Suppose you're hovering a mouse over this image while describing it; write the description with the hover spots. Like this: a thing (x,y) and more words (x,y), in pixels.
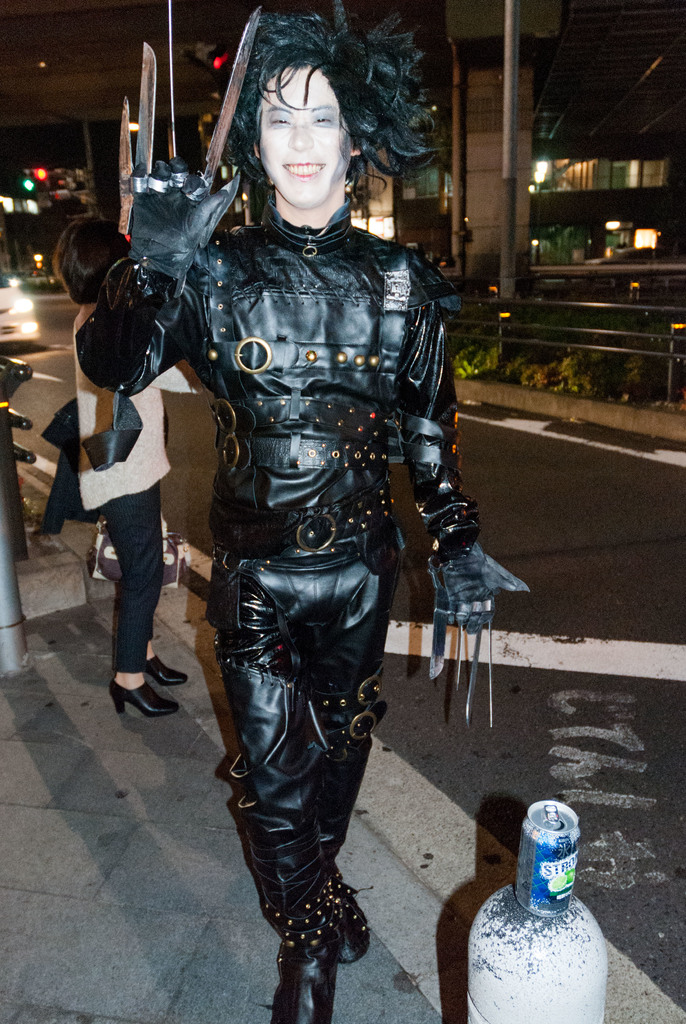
In the center of the image (319,348) a man (277,245) is standing and wearing costume (293,571). In the background of the image (159,571) we can see person (150,391), building (580,254), wall (490,140), poles (512,213), fencing (630,341), plants (552,369), traffic lights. At the bottom of the image (518,964) we can see a pole (527,974), on pole (534,945) tin (527,862) is there. In the background of the image (427,636) there is a road (667,695). At the top of the image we can see the sky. On the left side of the image (8,284) we can see a car (12,310).
